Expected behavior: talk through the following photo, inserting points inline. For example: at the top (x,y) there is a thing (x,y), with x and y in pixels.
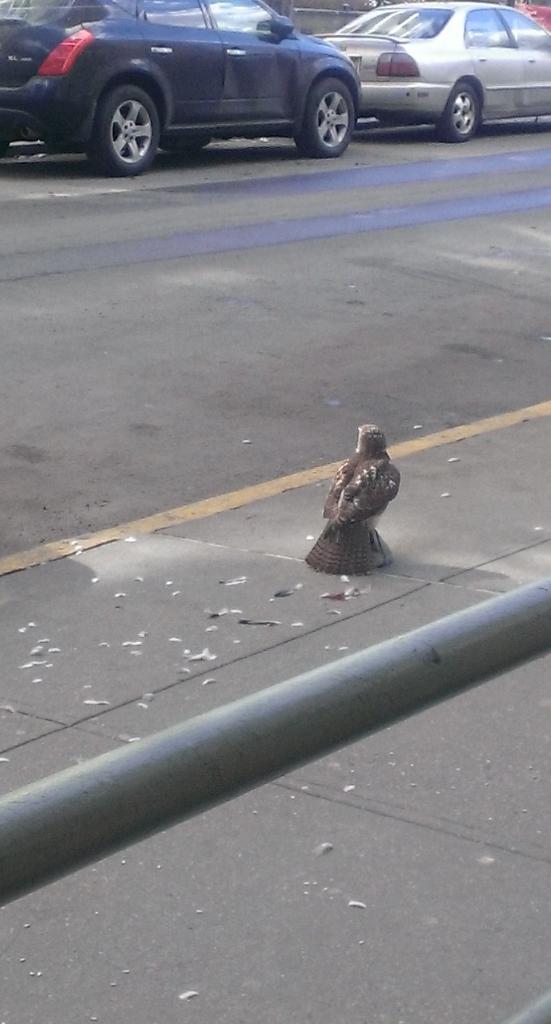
In this image there is a road (295,232) on that road (384,143) two cars (130,140) are parked to a side, on the right side (397,492) there is a bird (359,558) on a footpath (324,579) and there is an iron rod (230,783).
